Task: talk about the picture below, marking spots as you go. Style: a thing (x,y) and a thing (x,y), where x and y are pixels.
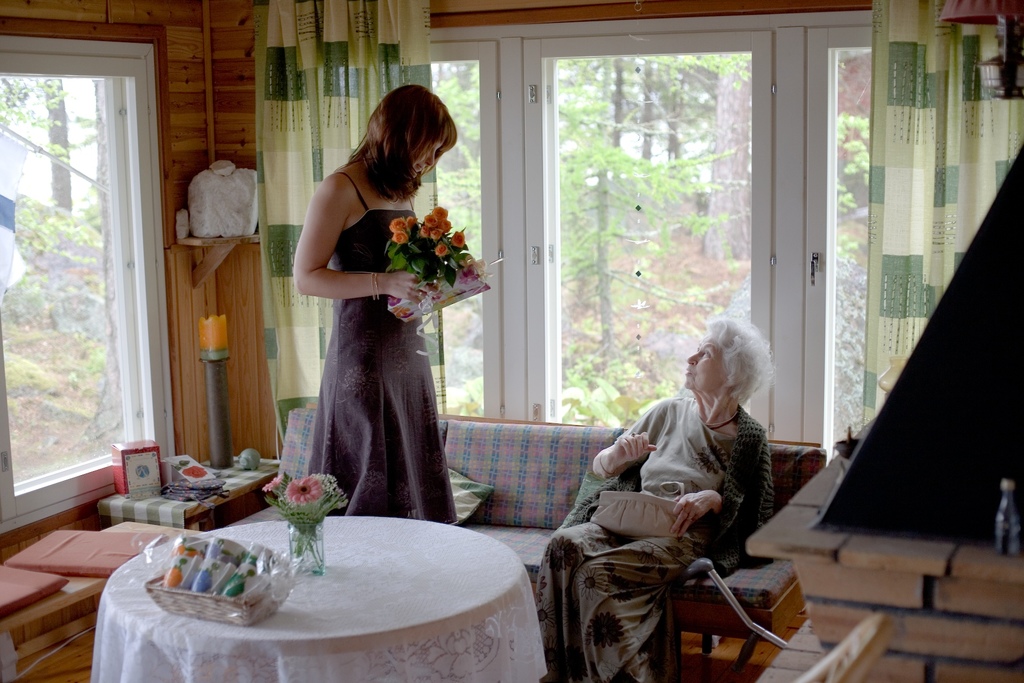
this picture shows a woman (406,273) standing by holding flowers (398,260) in her hand (413,297) and a woman (554,632) seated on the sofa bed (774,444) and we see couple of curtains (293,152) hanging and a table (112,636).
